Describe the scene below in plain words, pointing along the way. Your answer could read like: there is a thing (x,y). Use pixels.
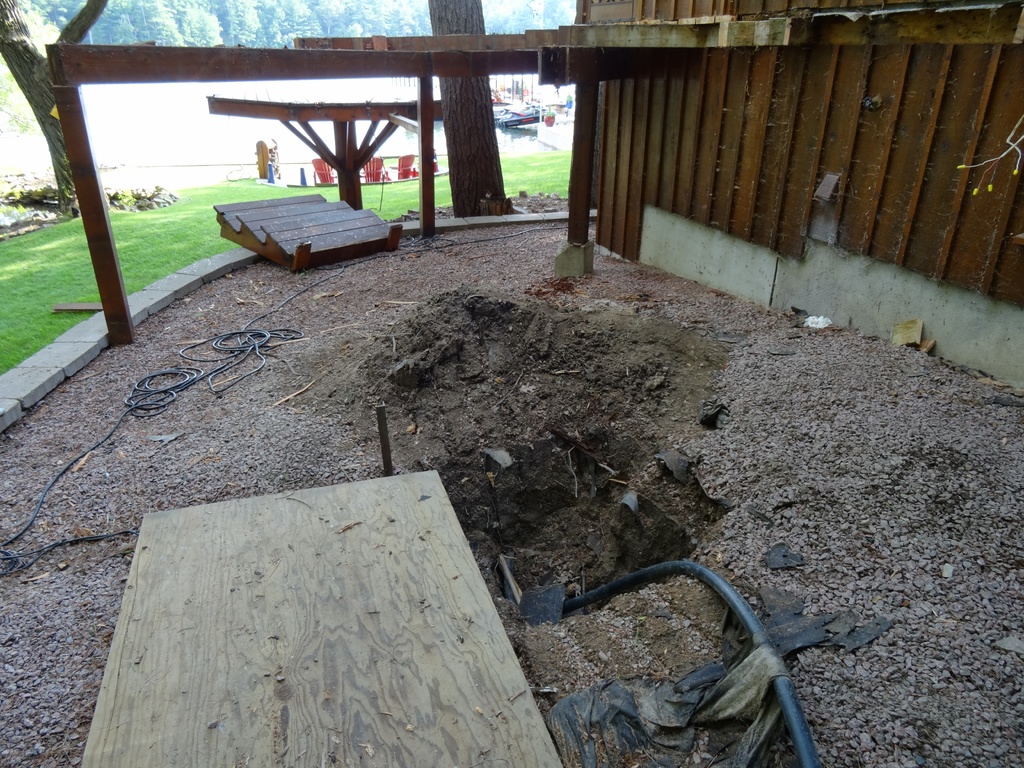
In this image there are cables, pipe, grass (84,279), plants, table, and in the background (489,195) there are chairs (368,175), trees (16,26).
